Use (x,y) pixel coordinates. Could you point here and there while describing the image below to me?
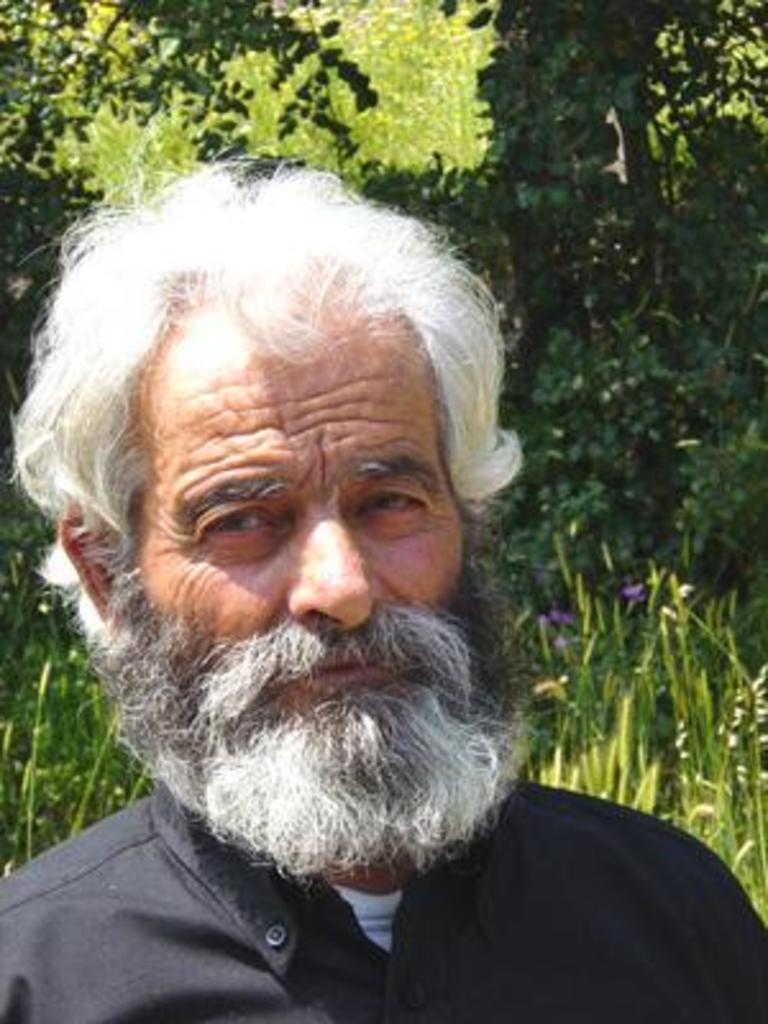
In this image I can see an old man (493,758) is looking this side. At the back side (545,360) there are trees (545,360).
